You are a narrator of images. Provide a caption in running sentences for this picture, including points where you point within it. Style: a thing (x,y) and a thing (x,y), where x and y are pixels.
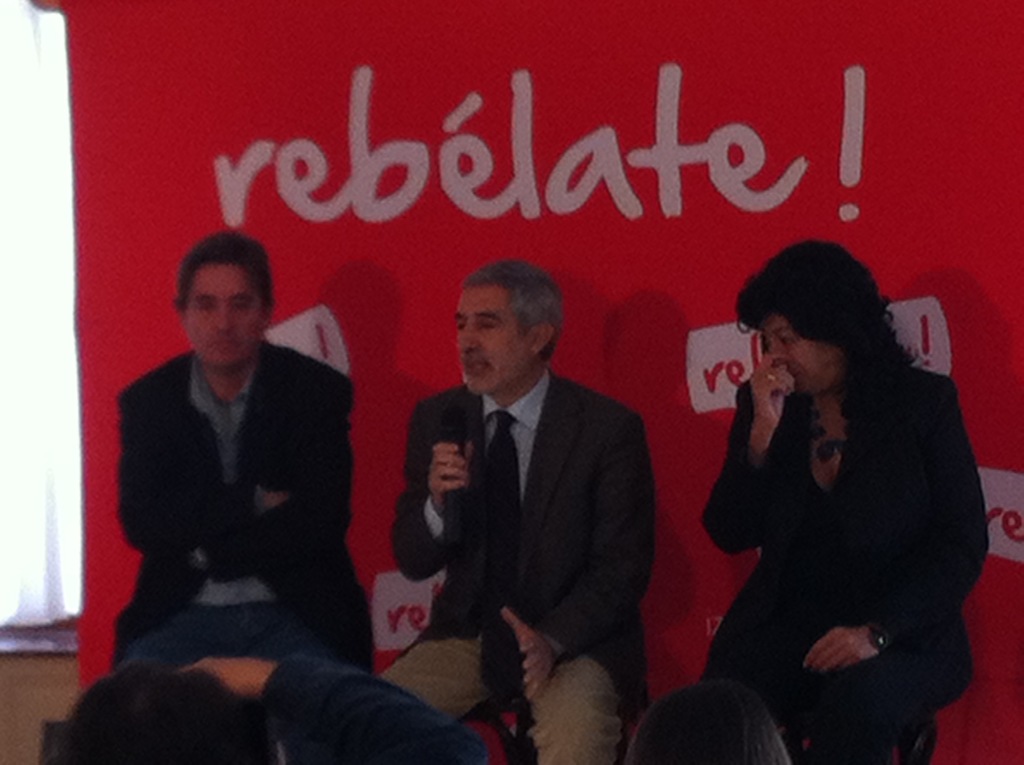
In this picture I can see people (523,478) sitting on the chair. I can see a person (465,473) holding microphone (464,506). I can see the banner (437,184) in the background (462,188).
